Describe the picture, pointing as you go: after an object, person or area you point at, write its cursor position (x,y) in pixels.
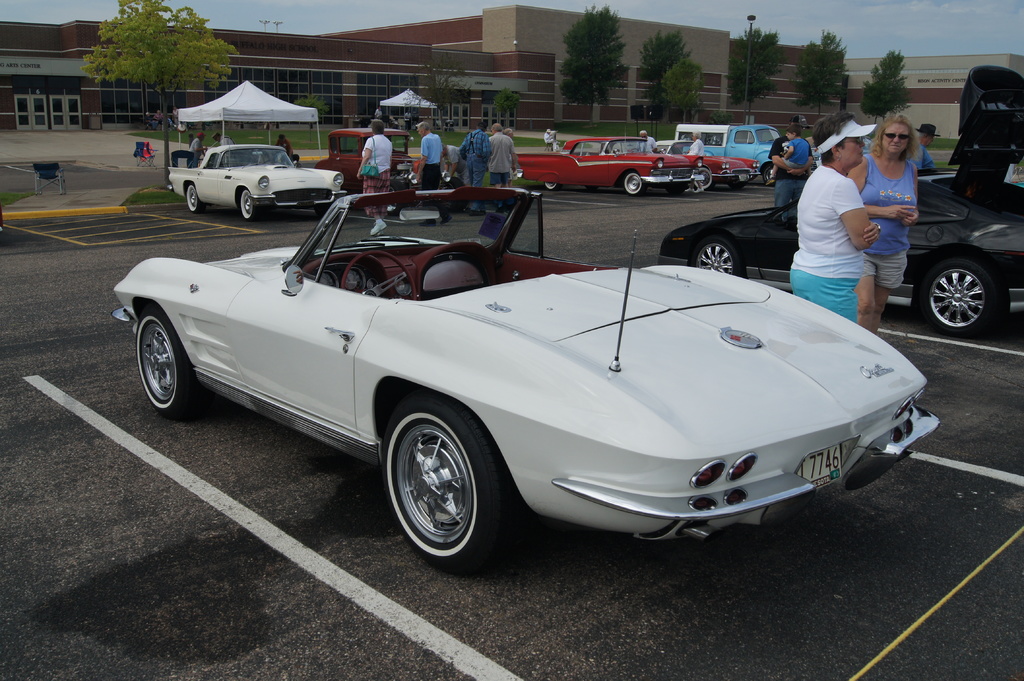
In this image I can see few vehicles (472,282), in front (591,436) the vehicle (604,436) is in white color. Background (699,73) I can see few persons (871,268) standing, buildings (509,70) in brown and cream color, trees (828,72) in green color and sky (347,19) in blue and white color.
